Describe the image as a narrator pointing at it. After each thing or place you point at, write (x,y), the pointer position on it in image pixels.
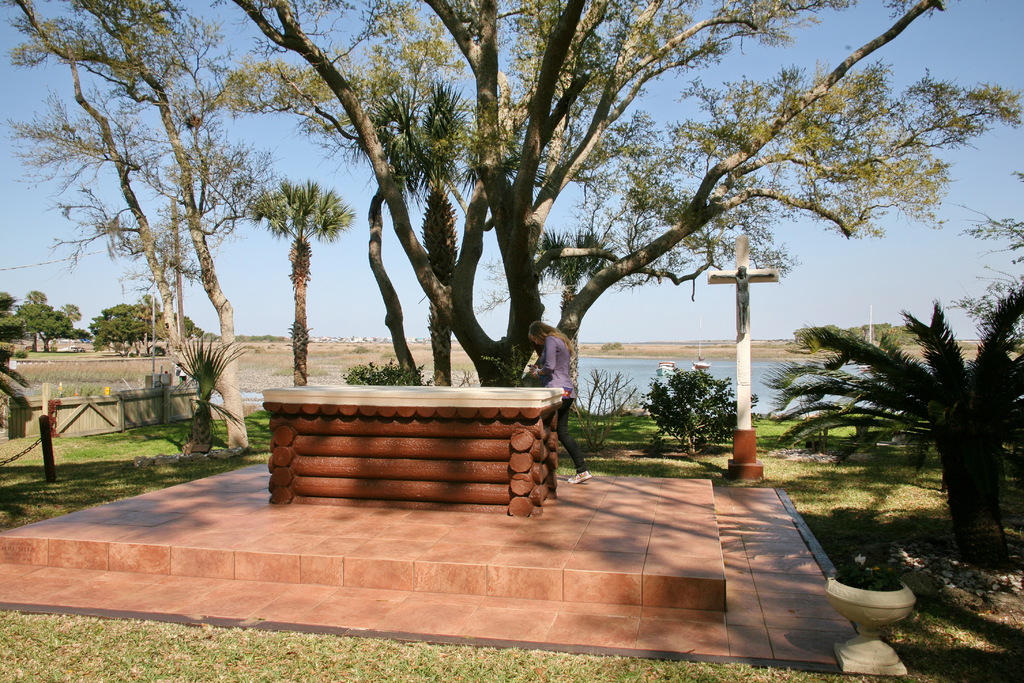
In this image there is the sky (918,235), there are trees (55,325) truncated towards the left of the image (35,315), there is a person (558,375) walking, there is a sculpture of Jesus (740,309), there is a cross symbol (738,339), there is a river (634,373), there are boats (658,366) in the river (711,362), there are trees (992,438) truncated towards the right of the image (982,423), there is grass (245,647), there is an object (373,476) on the surface (746,561).
